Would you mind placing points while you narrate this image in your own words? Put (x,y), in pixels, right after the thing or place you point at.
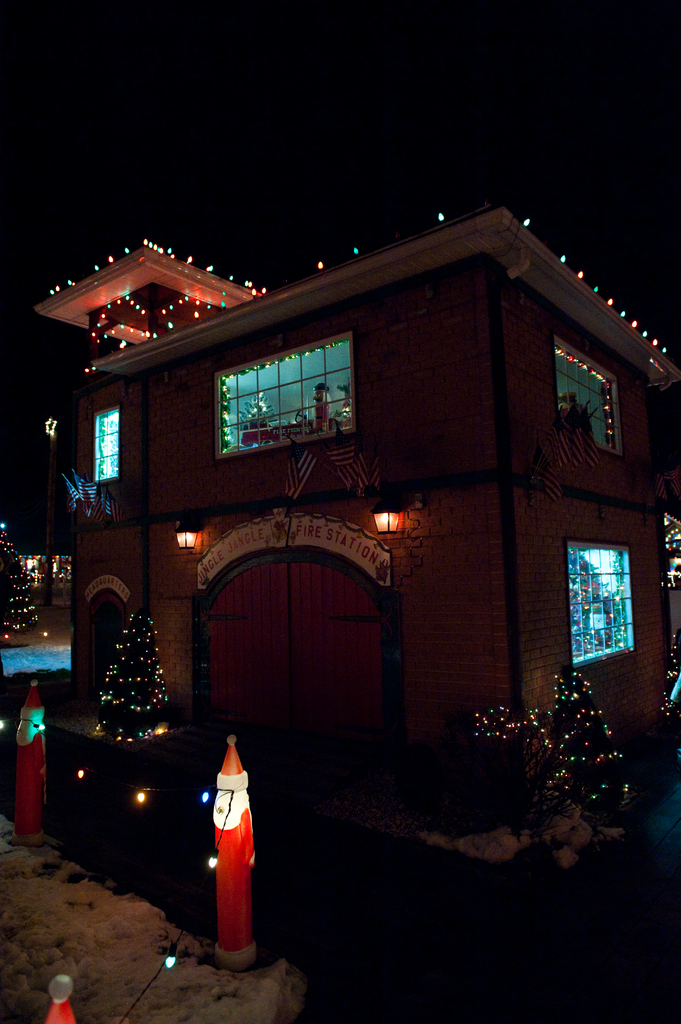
In the picture I can see the poles (235,920), Xmas trees (141,675) decorated with lights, I can see a house (433,365), glass windows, snow (164,979) on the left side of the image (9,976) and the dark sky (519,166) in the background (517,128).
